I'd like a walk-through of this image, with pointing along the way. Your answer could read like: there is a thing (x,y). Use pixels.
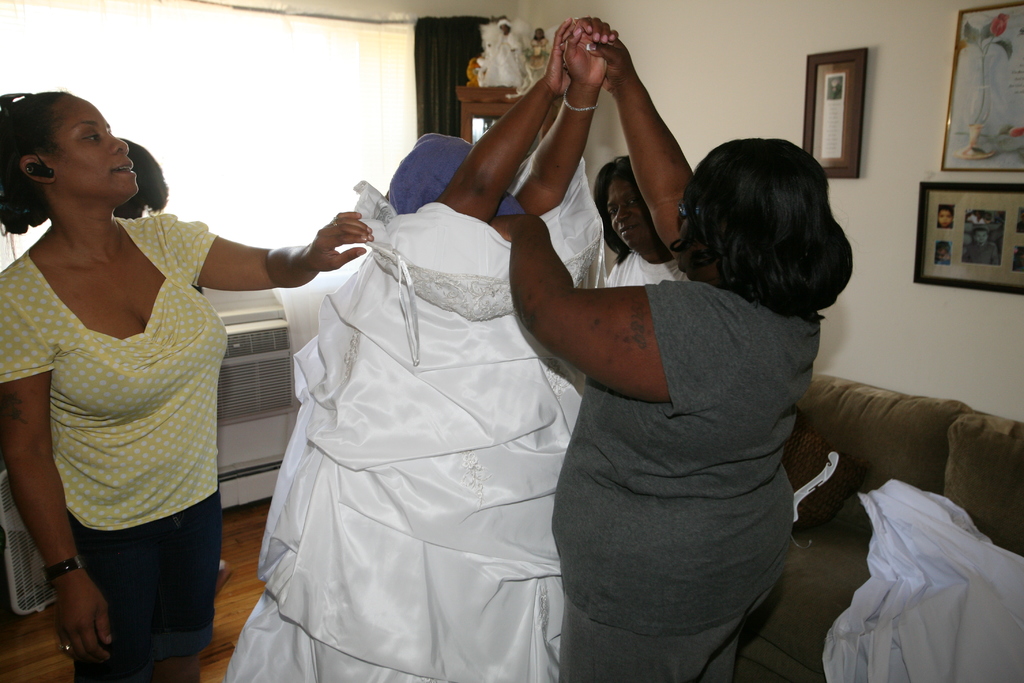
In this picture we can observe some women (629,351) standing. There is a white color dress (389,431). On the right side (855,463) there is a sofa (853,429). There are some photo frames (863,73) fixed to the wall (808,47). In the background (421,71) there is a black color curtain (431,88) and a window (344,96).
